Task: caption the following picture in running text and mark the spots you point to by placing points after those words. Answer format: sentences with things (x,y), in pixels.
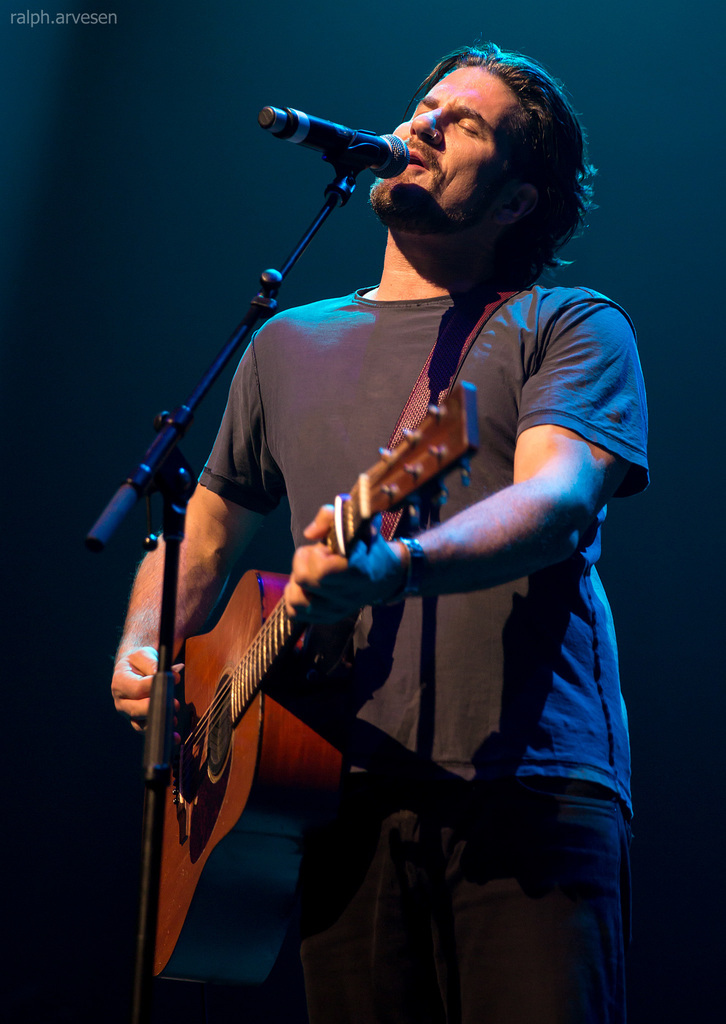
There is a person (378,361) with black color t-shirt (384,364) and with black color pant (509,918) playing guitar (241,723). There is a microphone (329,128) in front of this person (404,240). We can see this person (423,173) is singing and there's a watch (419,579) to his left hand (428,586).
